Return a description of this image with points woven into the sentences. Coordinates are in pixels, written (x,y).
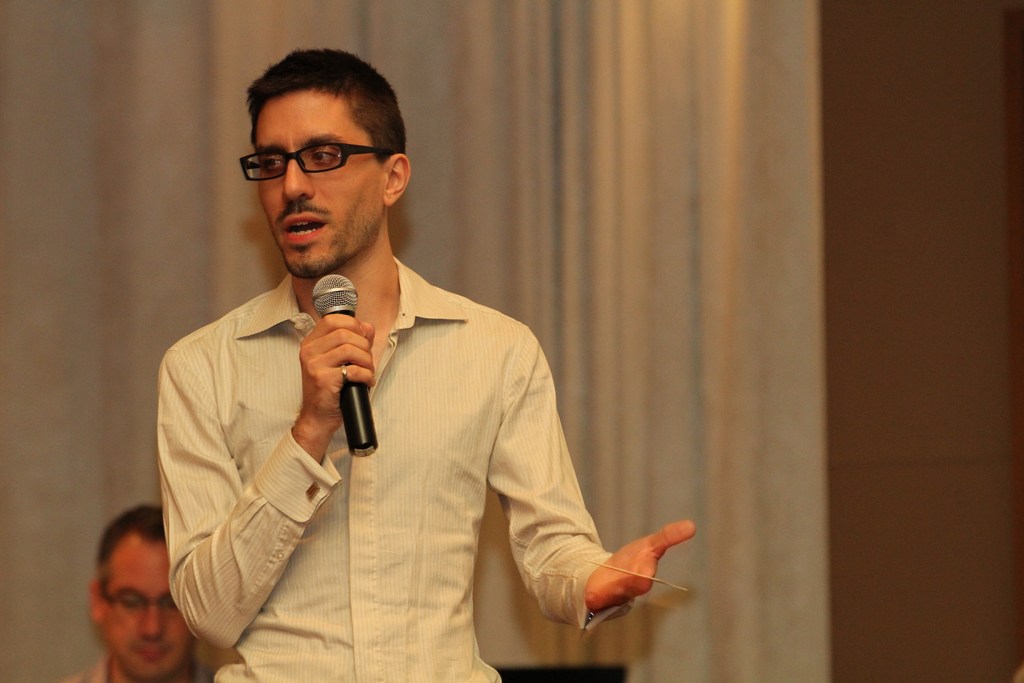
In this image we can see a man (471,391) standing holding a mic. On the backside (598,308) we can see a man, curtain (766,529) and a wall (945,548).
